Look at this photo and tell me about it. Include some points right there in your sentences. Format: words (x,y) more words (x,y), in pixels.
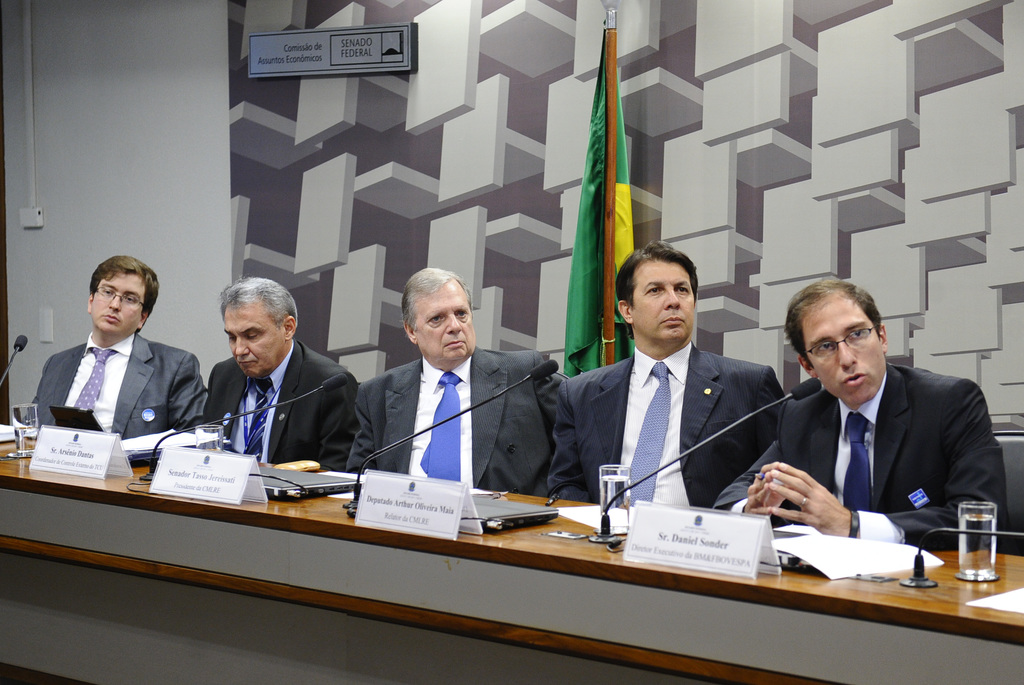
5 Men (279,312) are sitting on the chairs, 5 of them wore coats (713,459). In the right side (903,470) this man (903,454) is talking into microphone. There are water glasses (970,546) on this table (71,482).
